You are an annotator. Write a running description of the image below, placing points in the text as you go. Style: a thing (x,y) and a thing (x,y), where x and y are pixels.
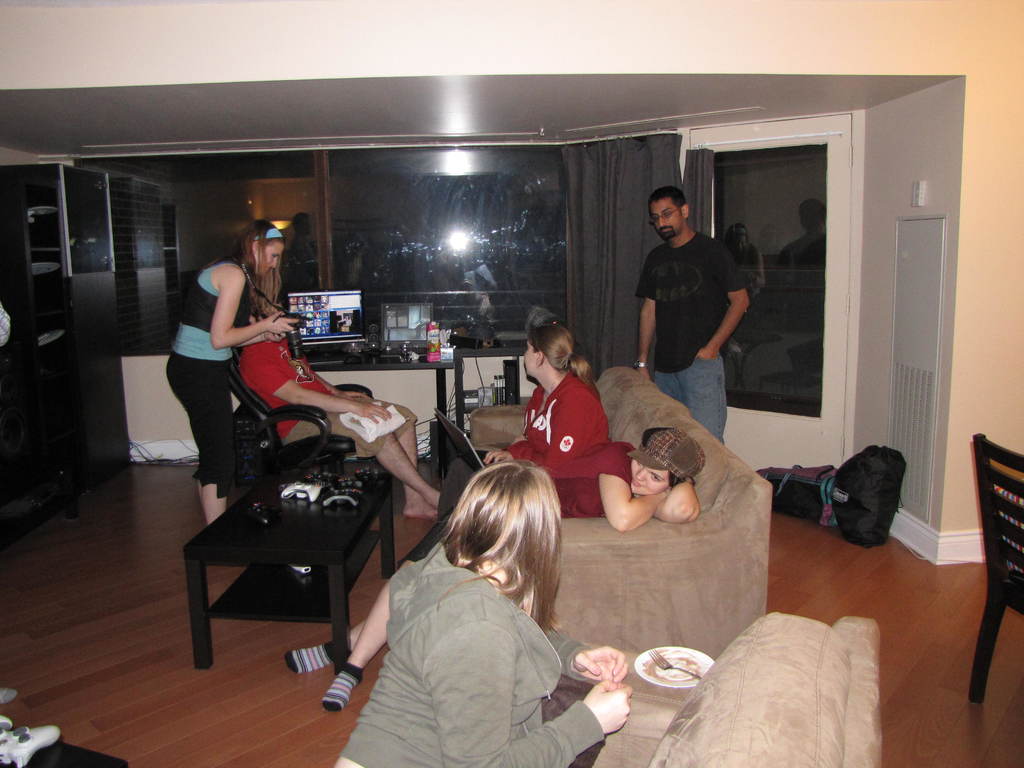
In the foreground (430,692), a woman (435,699) is sitting on the sofa (647,724) on which plate (685,680) is kept. In the middle (673,462) three persons (669,440) are sitting. Out of which two persons (628,453) are sitting on the sofa (644,388) and one is sitting on the chair (321,416). In the left middle (228,465) and right middle two person (684,344) are standing. The roof top (656,44) is white in color. In the left (12,214) cupboard (12,247) is visible. And windows (395,194) are visible on which curtain (586,226) is there. In the right bottom (876,531) chair (1004,593) is visible and a bag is visible. It looks as if the image is taken inside a house (973,591).
